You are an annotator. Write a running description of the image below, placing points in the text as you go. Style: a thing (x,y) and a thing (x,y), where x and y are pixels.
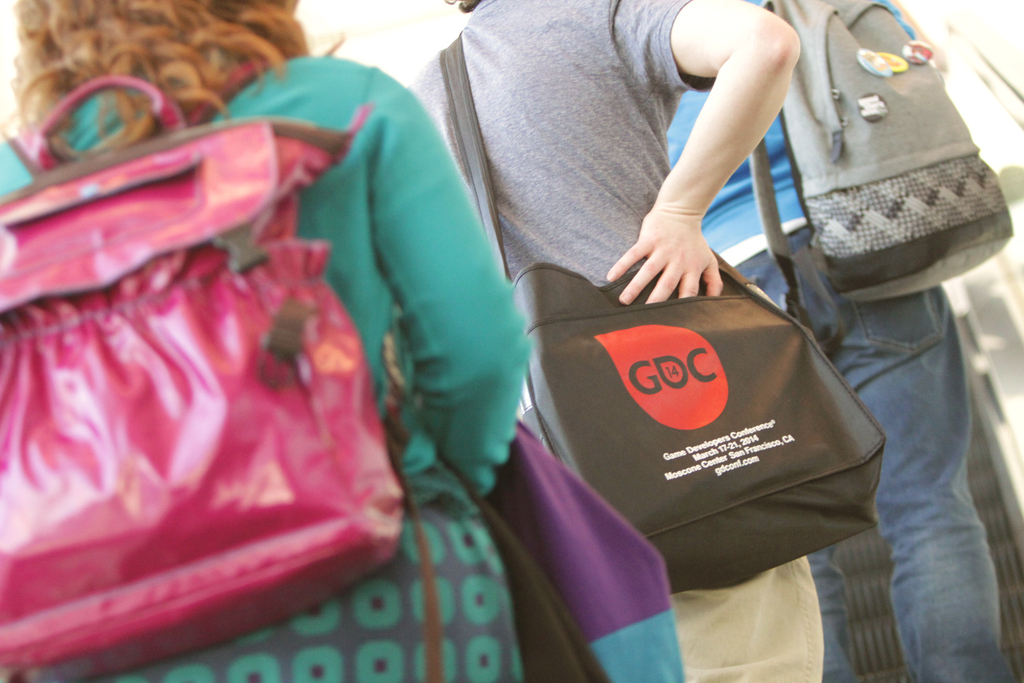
In this image there are three people (456,297) standing by wearing bags (542,345).
